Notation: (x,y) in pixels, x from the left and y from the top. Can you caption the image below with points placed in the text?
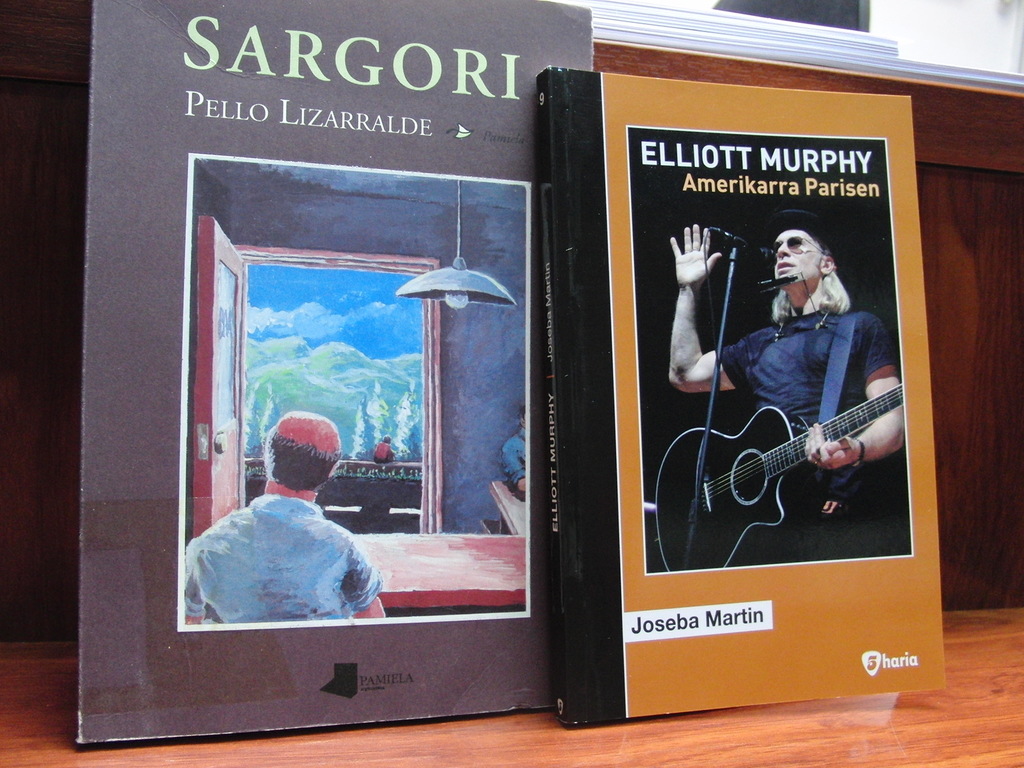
He is standing and he's playing a guitar (782,470). There is a table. There is a book (512,659) on a table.
